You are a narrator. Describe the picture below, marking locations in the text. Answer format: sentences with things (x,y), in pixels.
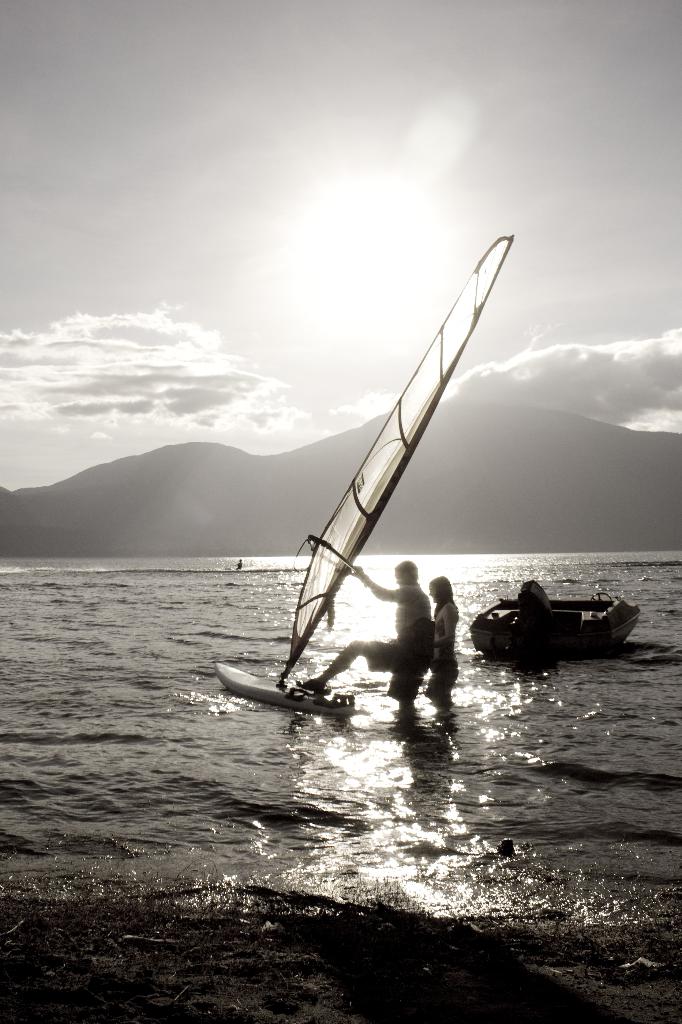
It is the black and white image in which there is a couple (450,640) standing in the water (367,620) by holding the mast (369,523) which is in the boat (250,679). At the top (347,190) there is the sky (282,275). In the background (165,517) there are hills (208,507). On the right side (571,618) there is a motor boat (594,642) in the water (578,739).
